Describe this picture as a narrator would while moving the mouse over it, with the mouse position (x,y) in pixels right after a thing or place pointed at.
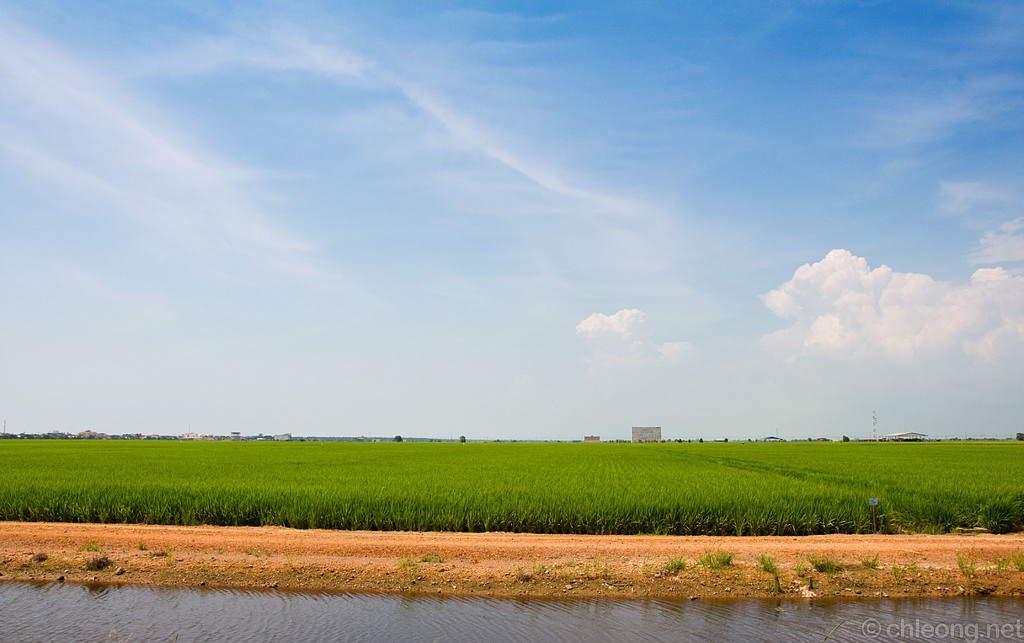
In this picture we can observe a lake (372,642). There is some grass (293,482) on the ground (556,491). In the background (426,207) there is a sky (438,286) with some clouds (847,335). We can observe watermark (939,623) on the right side (903,618).
